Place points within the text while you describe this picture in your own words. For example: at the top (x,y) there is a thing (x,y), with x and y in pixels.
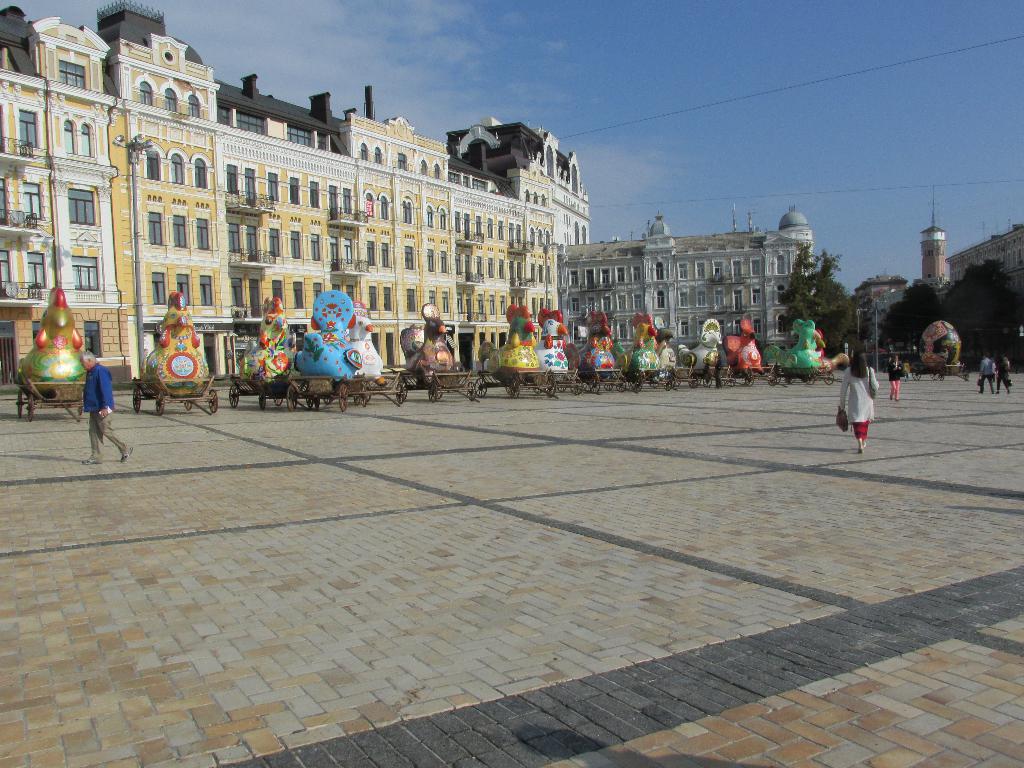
In this image, we can see so many carts (452,383) with some idols (504,361). Here we can see few people (1005,359) are walking on the platform (552,590). Background (95,233) there are so many buildings (61,227) with walls (122,286) and windows (3,280). Here we can see trees (920,320), poles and sky (629,166).
